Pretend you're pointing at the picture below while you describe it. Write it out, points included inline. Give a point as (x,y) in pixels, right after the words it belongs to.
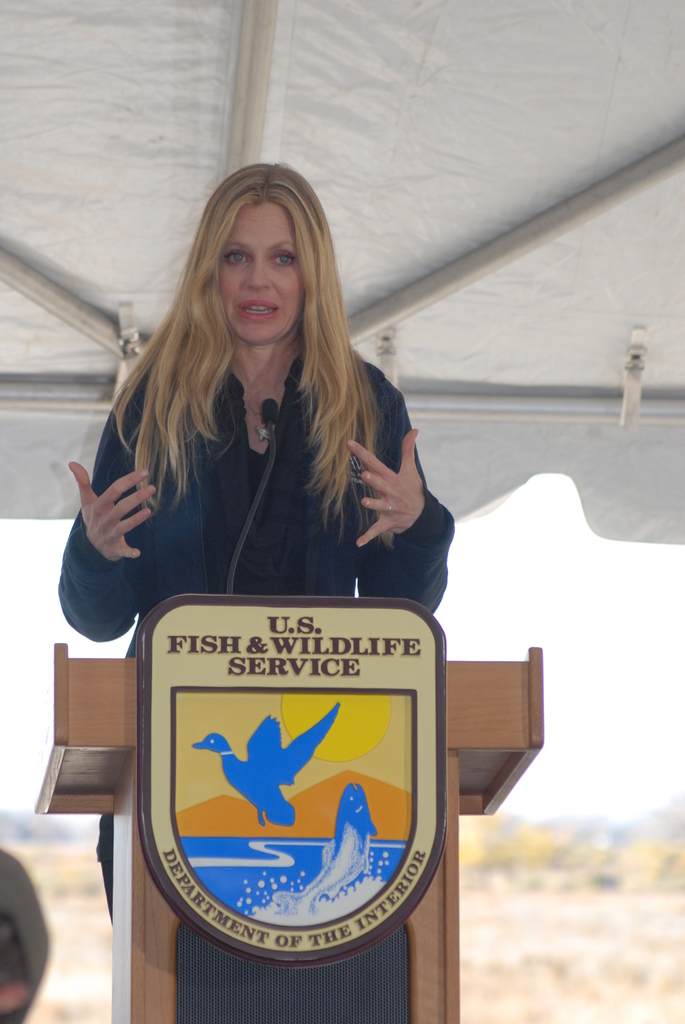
In this picture I can observe a woman (207,413) standing in front of a podium (282,731) in the middle of the picture (296,517). The background (587,801) is blurred.
